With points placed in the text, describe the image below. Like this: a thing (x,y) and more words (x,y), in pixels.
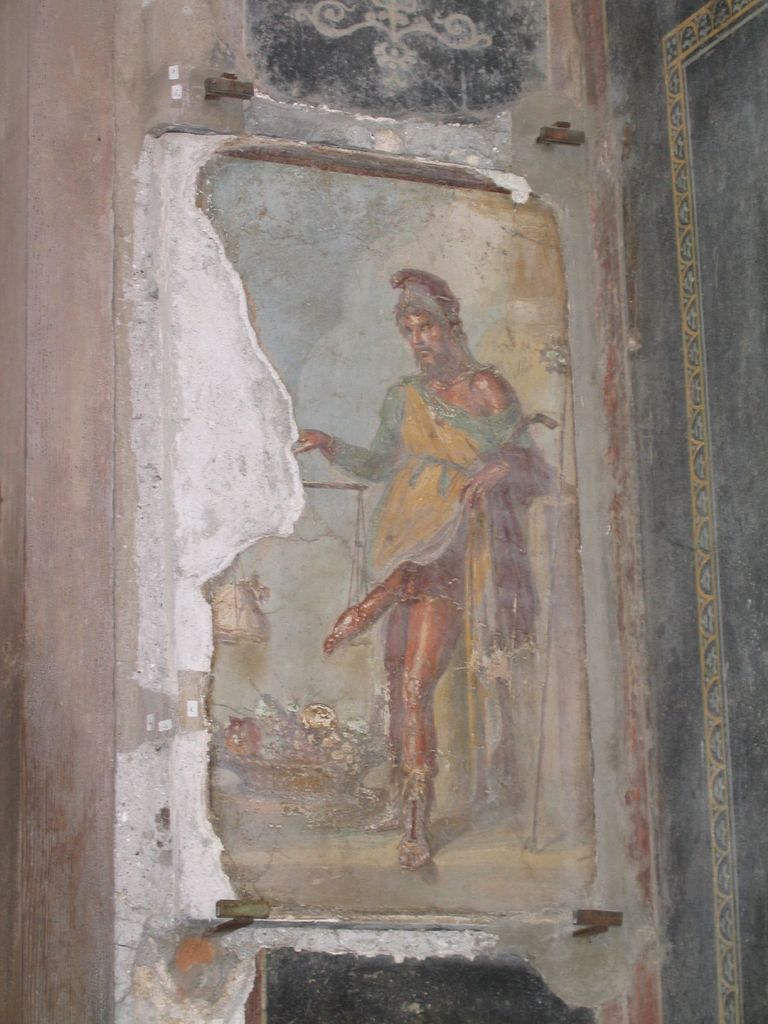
In this image, we can see the poster (521,467) of a person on the wall (94,45).
